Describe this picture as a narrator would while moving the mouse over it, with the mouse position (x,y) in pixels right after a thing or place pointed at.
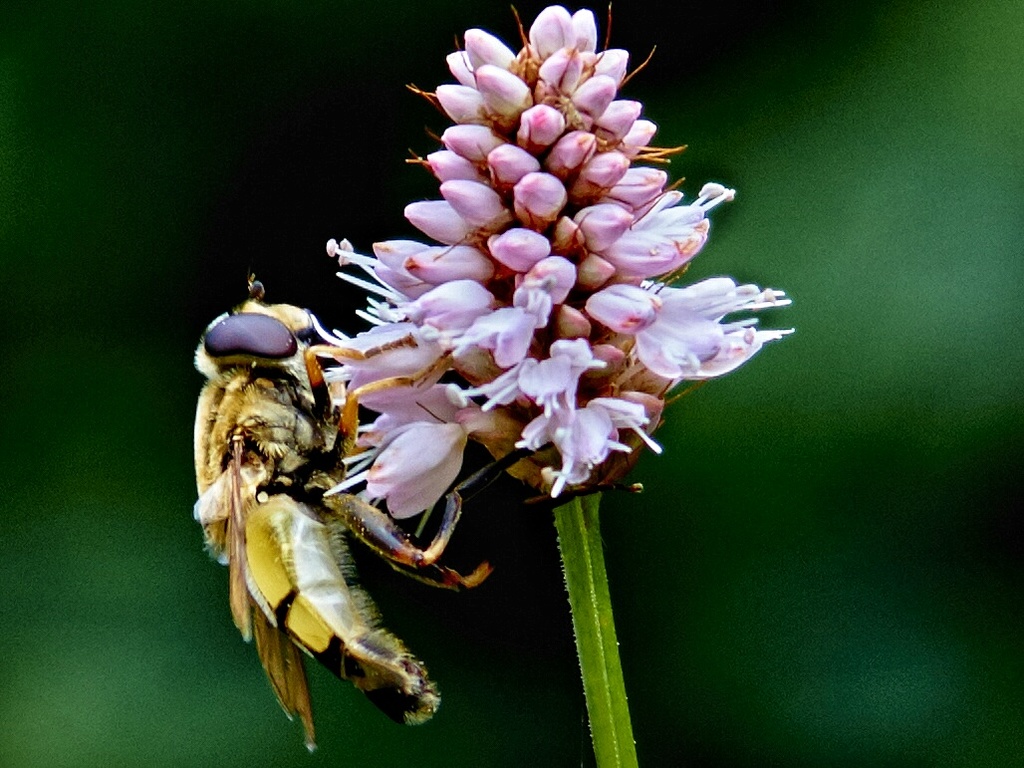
There is an insect (427,692) on the flowers (533,351). Here we can see flower buds (587,266) and a stem (609,739). There is a blur background (68,732).
